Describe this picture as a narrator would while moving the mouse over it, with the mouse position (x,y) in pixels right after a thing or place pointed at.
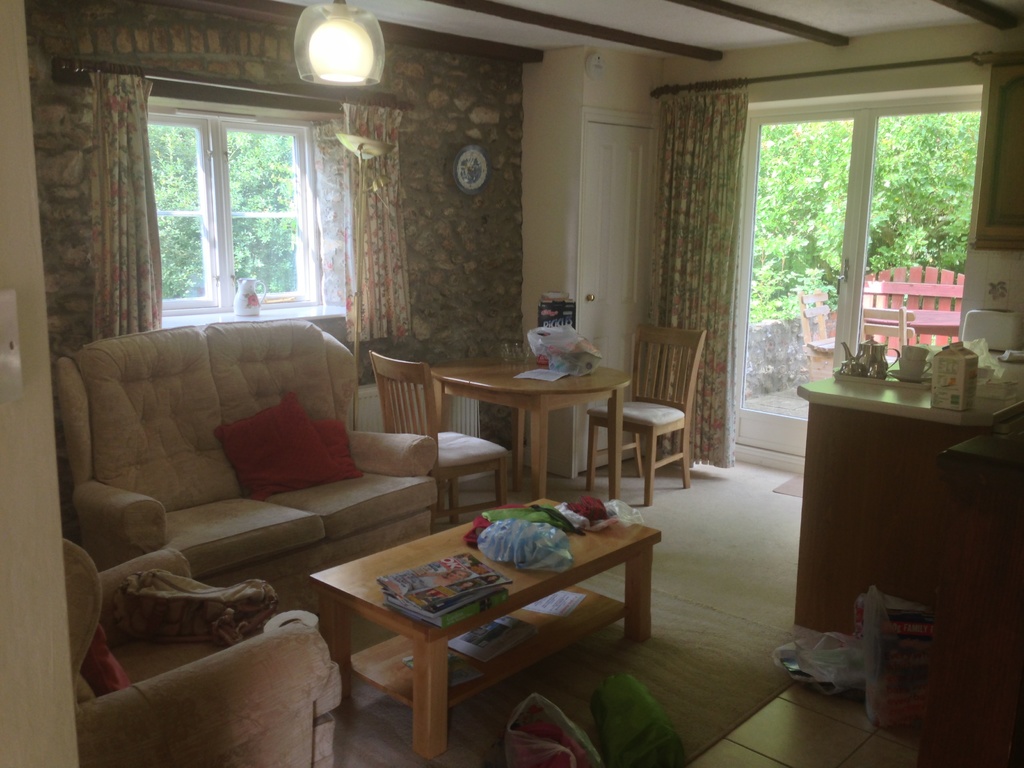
This is inside of the room (669,357) we can see sofa (380,443), pillows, chairs (678,341), tables (594,384), curtains (692,207), glass window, wall (484,223). This is floor (691,566). On the table (633,552) we can see things (564,563). From this glass window (891,215) we can see trees (838,194).
